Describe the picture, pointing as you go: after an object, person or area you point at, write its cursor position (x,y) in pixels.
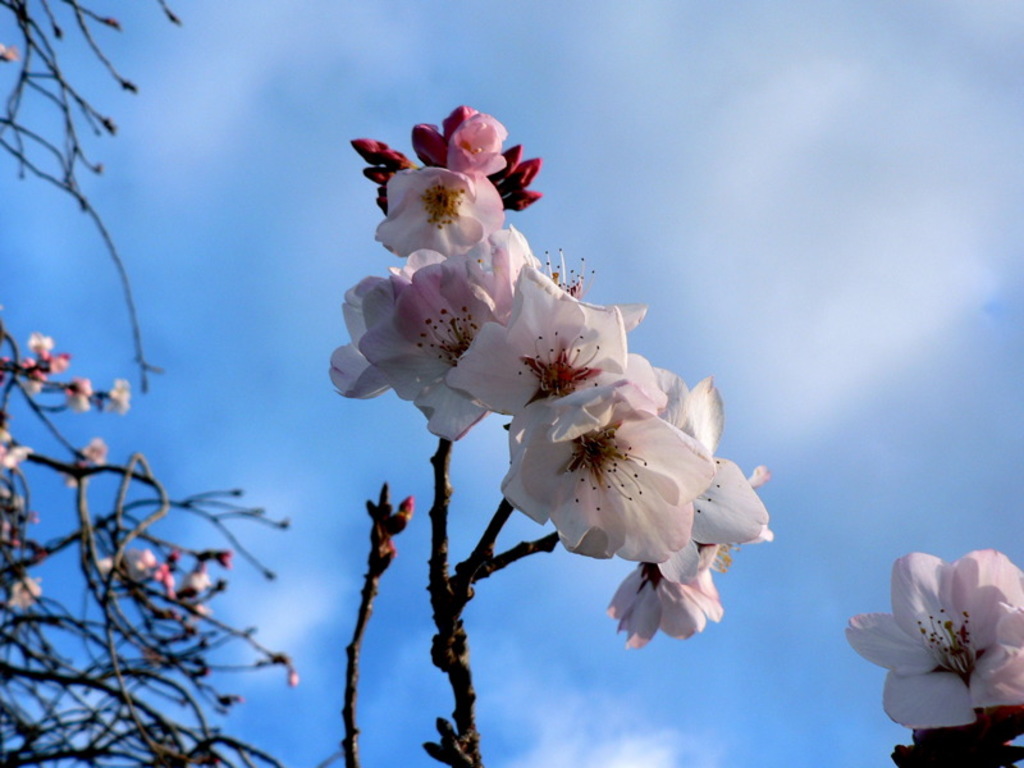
In this image I can see few flowers (428,138) in white and pink color. In the background (552,252) the sky (713,70) is in white and blue color.
